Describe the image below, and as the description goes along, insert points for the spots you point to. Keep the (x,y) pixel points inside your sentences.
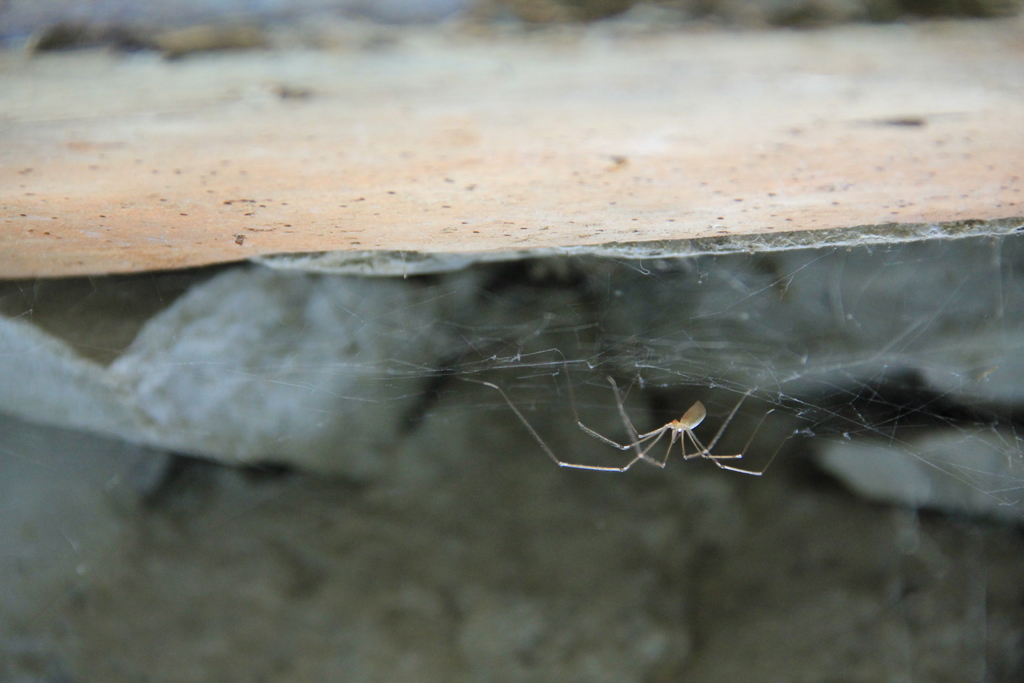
This is a reverse image. In this there is a slab (582,192). Near to that there is a spider (633,427) and a web (601,376).
